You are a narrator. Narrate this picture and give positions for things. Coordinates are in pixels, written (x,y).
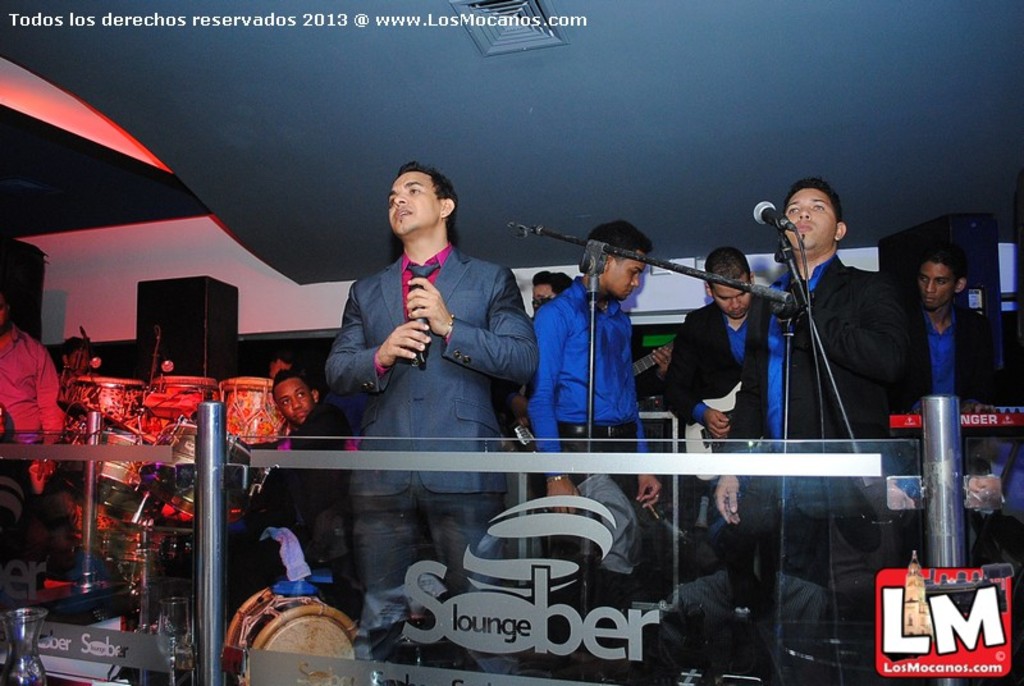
In this picture I can see group of people (863,588) standing, a person (487,327) holding a mike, there is a mike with a mike stand (797,317), there are musical instruments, speakers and some other items (826,661), and there are watermarks (504,21) on the image.
